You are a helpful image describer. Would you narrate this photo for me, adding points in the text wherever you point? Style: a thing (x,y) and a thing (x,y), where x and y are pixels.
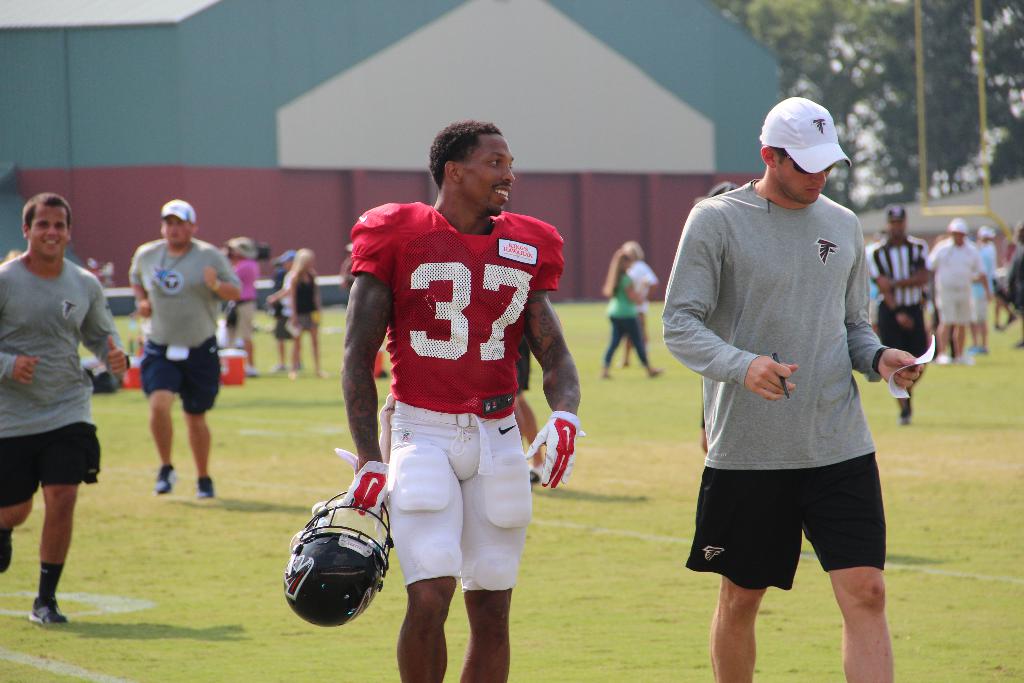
There is a player (450,463) walking on the ground (198,562) and around him there are many other people (759,280) and there is a brown color fencing (626,186) around the ground (225,480), behind the fencing (122,253) there are lot of trees (861,66) and a big compartment (261,79).
